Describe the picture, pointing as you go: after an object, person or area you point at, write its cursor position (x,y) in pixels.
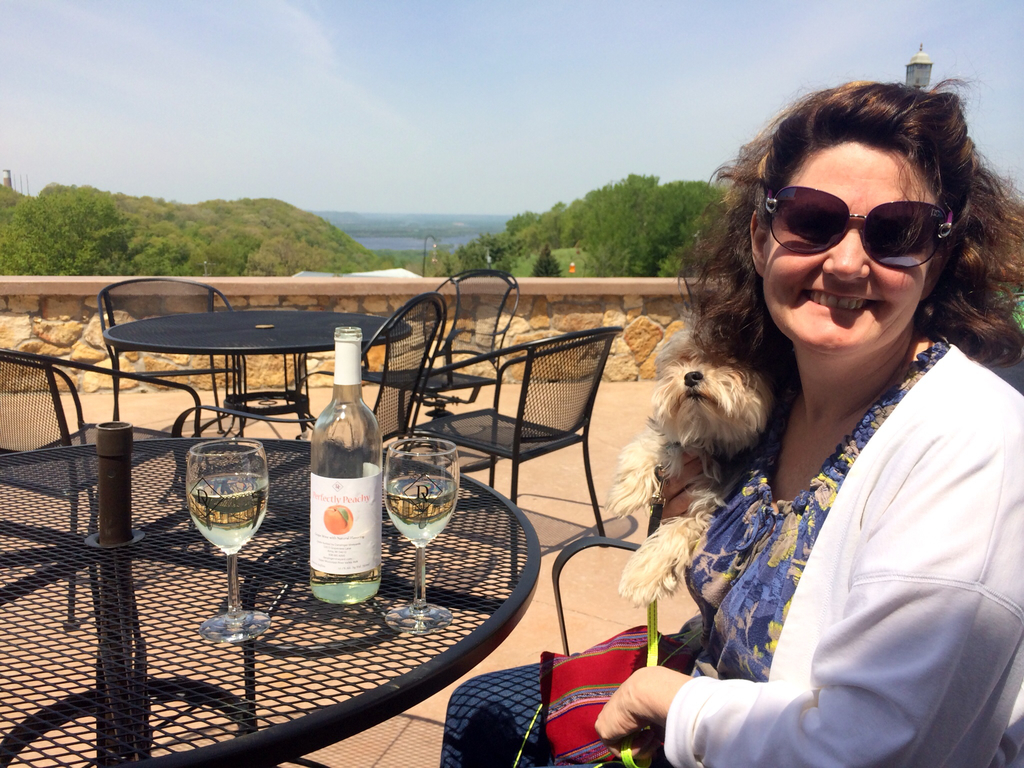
This woman (911,529) is sitting on a chair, she wore white jacket (916,433) and goggles (883,236). Far there are number of trees (301,243). In-front of this woman (811,625) there is a table (267,657), on a table (115,644) there is a bottle (320,524) and glass (258,485). This woman (871,520) is holding a dog (672,425).
